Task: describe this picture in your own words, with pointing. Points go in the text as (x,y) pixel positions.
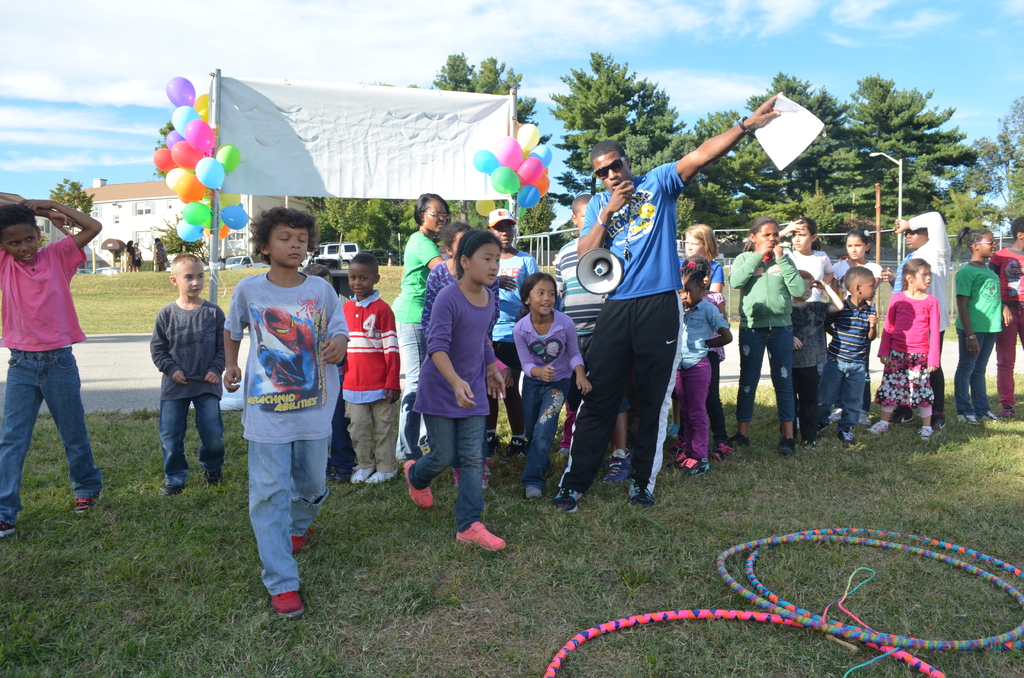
This is an outside view and it is looking like a garden (320,518). Here I can see few children (854,336) are standing and few are running. There is a man (657,365) standing, holding a mike (594,258) in the hand (627,188) and speaking something. At the bottom of the image (702,609) I can see the rings (718,616) on the ground (492,649). In the background (148,235) there is a building (151,220), few cars (253,259) and also I can see some trees (615,121). On the top of the image (722,32) I can see the sky (602,19) and clouds (531,26). At the back of these children (531,358) there is a banner (328,124) which is in white color and I can see few balloons (506,167) to that.
